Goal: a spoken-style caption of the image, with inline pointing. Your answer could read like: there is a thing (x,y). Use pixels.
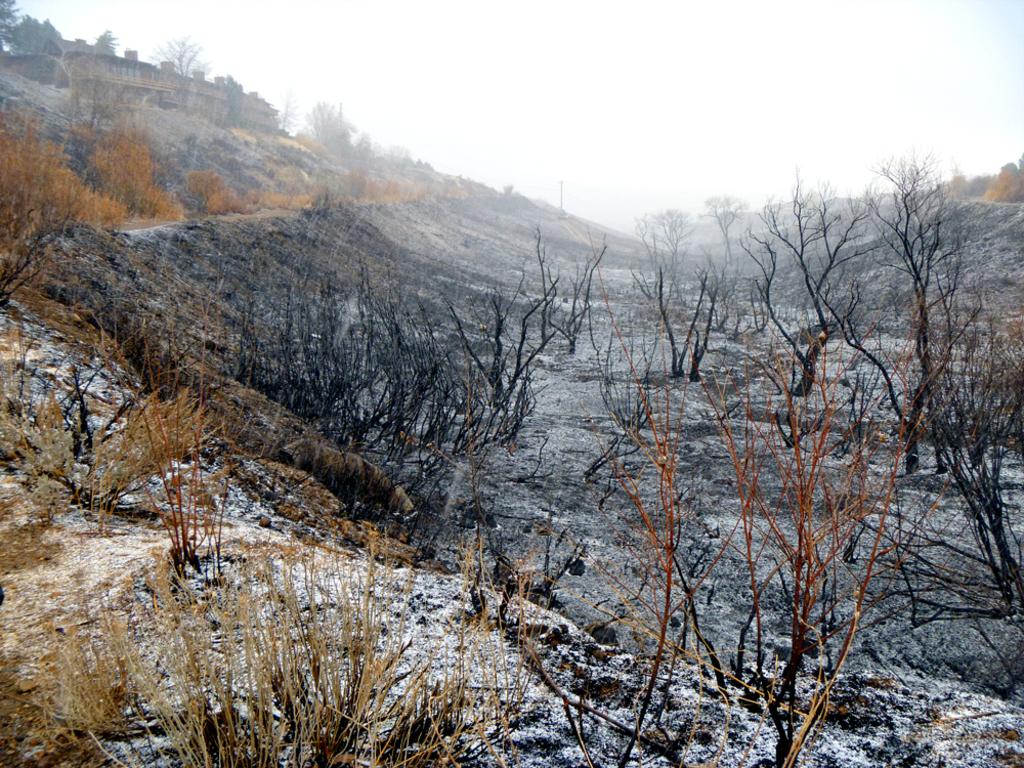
This is an outside view. In this image I can see many plants (188,515) and trees (810,358) on the ground (649,560). On the left side (135,71) there is building (196,83). At the top of the image (671,80) I can see the sky (746,102).
